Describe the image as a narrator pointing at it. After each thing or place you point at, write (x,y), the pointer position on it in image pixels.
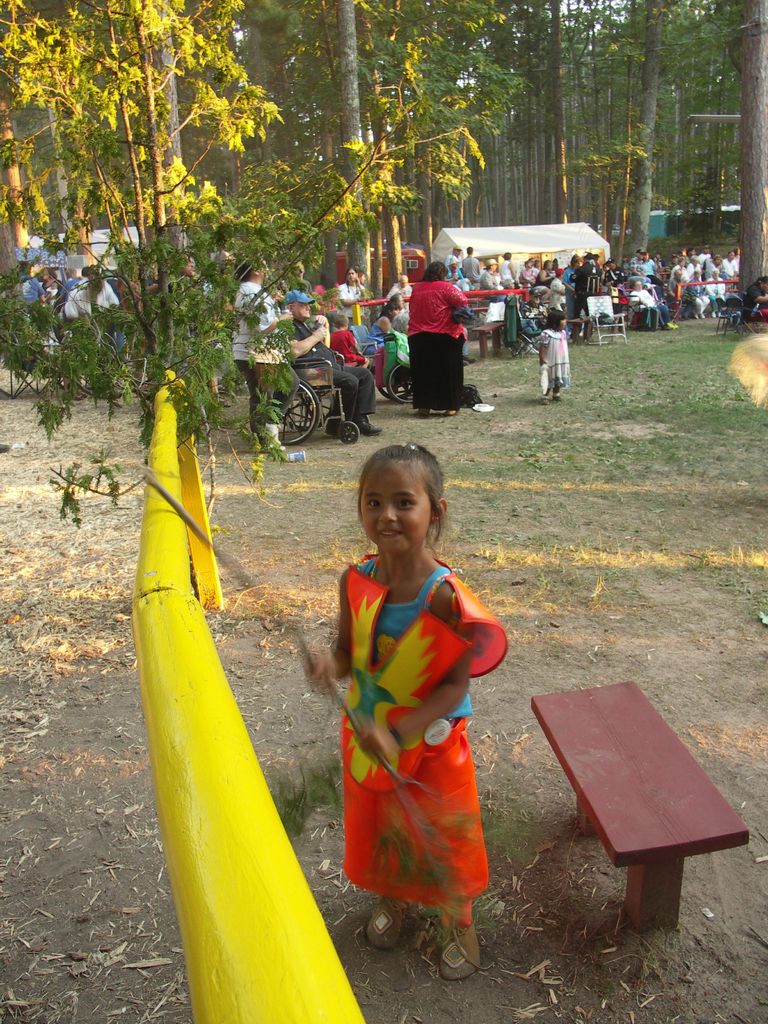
In the front (413,483) we can see a girl (343,589) with a stick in her hand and at the back (666,282) we can see a group of people (624,267) standing and sitting, we can see trees (165,229) and a tent (512,257) here.
